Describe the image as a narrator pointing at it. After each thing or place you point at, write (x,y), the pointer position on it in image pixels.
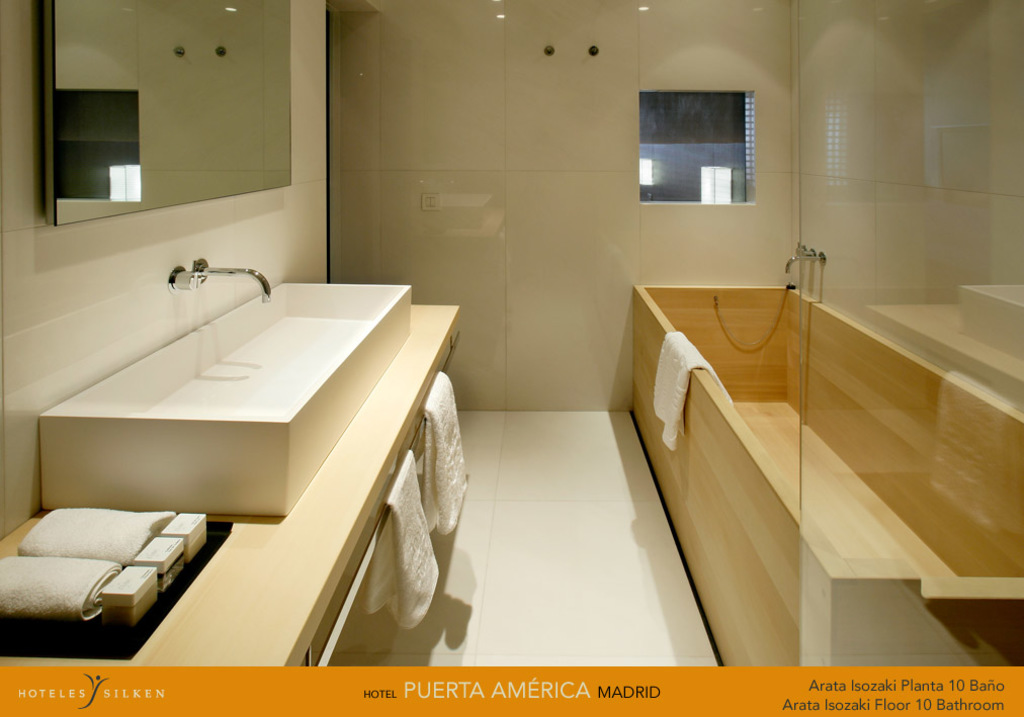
In this image we can see the inner view of a washroom (337,382). In the washroom (260,359) there are mirror (162,96) to the wall (168,329), sink (208,365), tap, towels (90,573), walls (707,244), door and a bathtub (748,448).
